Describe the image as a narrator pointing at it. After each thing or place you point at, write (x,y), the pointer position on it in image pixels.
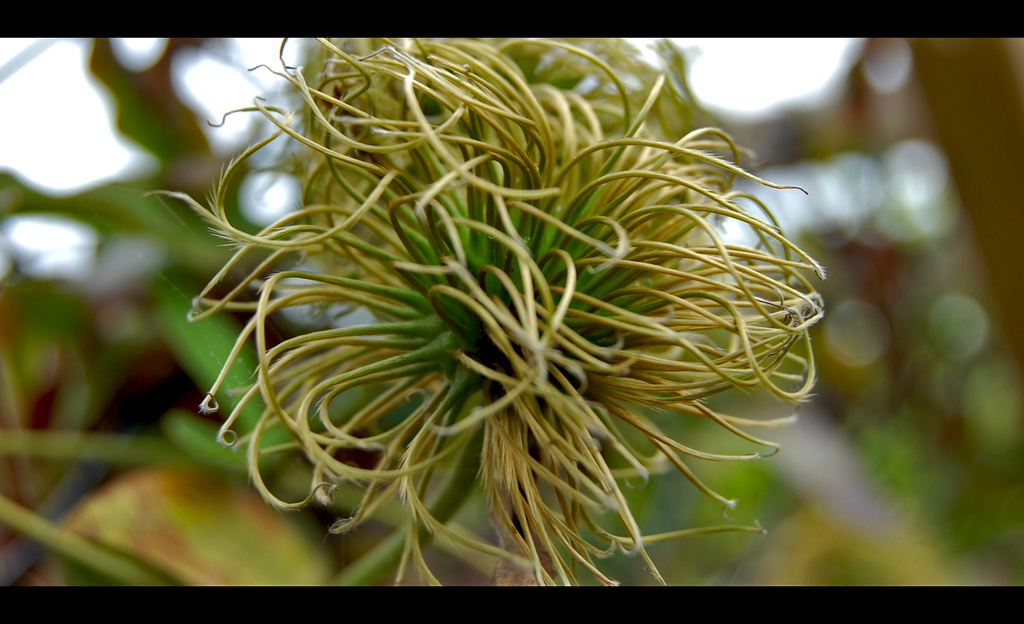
In this picture, it seems like a plant (483,302) and the background (73,128) is blurry.
